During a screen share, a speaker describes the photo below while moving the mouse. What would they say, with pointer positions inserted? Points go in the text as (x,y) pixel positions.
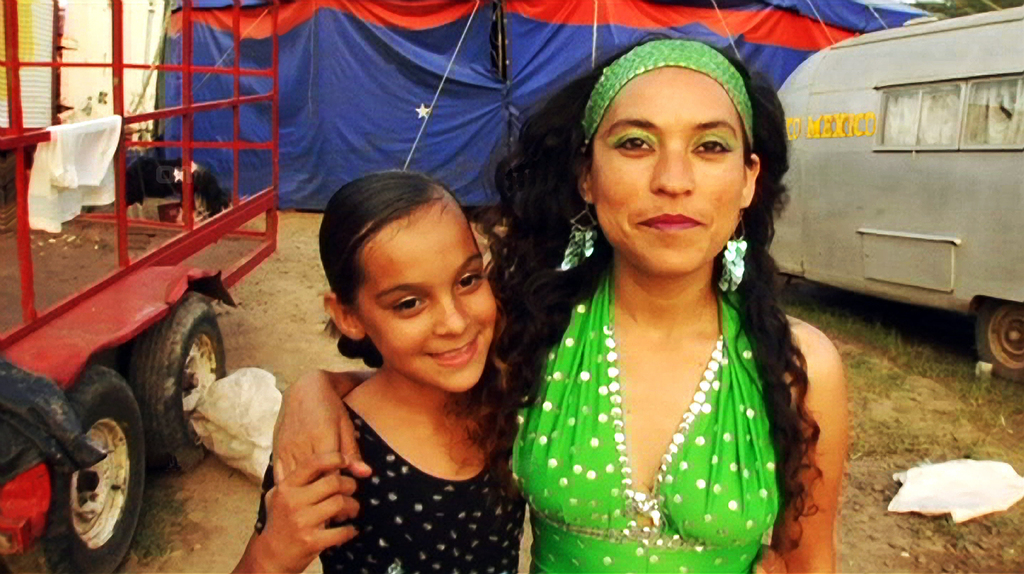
In this image we can see a lady (653,345) and a girl (407,403) standing and smiling and we can see vehicles (957,173). In the background (421,69) there is a tent (423,43). At the bottom (960,446) there is grass (948,431).
